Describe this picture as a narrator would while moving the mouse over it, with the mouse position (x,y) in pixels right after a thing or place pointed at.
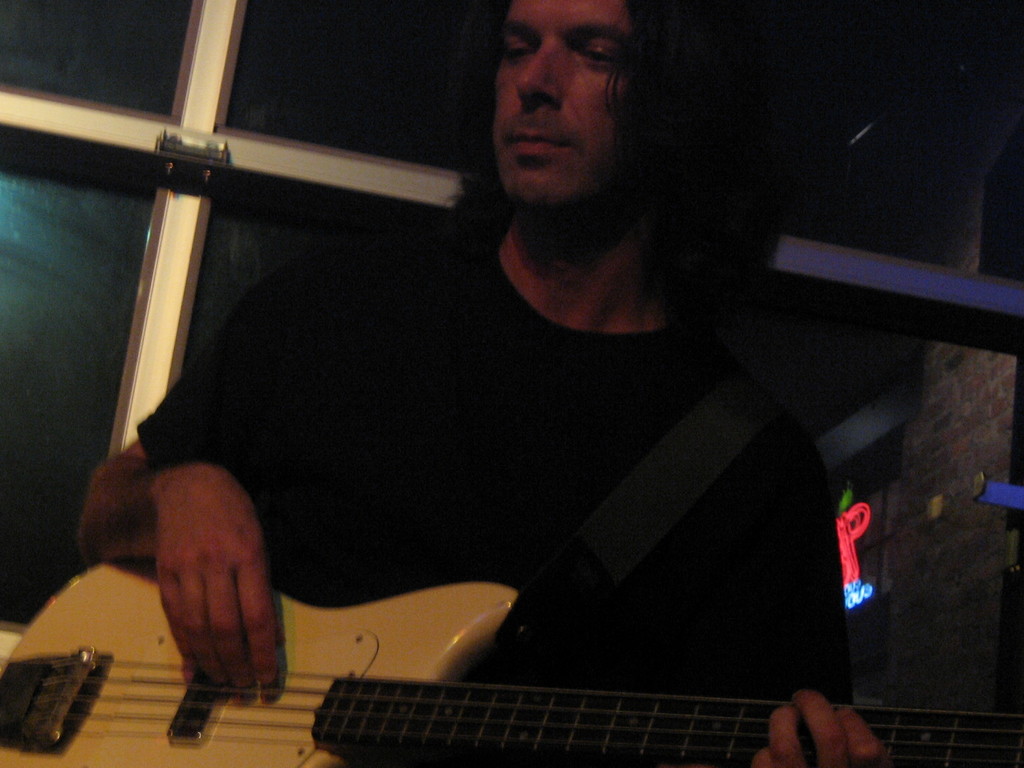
In this image there is a musician (478,497) holding a guitar (323,706) in his hand (189,525), In the background (822,398) there is a building (920,471).
